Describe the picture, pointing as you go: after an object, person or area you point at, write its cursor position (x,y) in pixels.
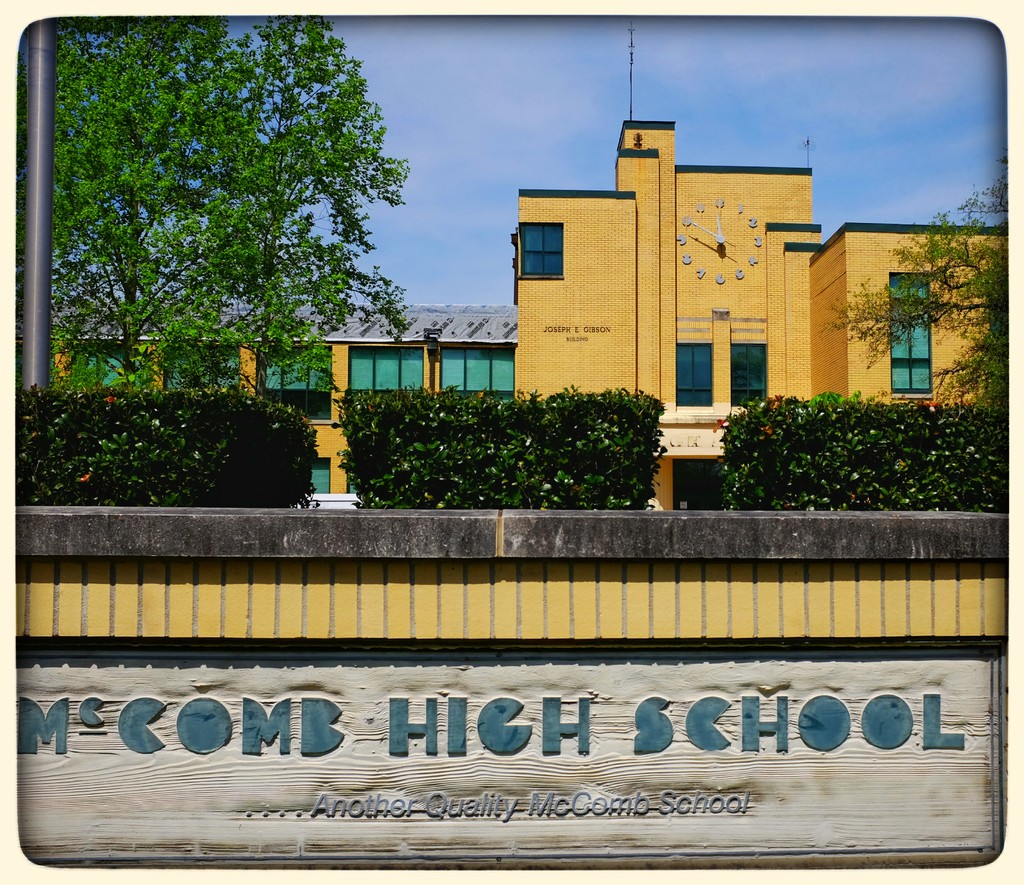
In the foreground of this poster, there is some text (927,714) written on a wall (113,768) as " MCCOMB HIGH SCHOOL" on it. In the background (560,477), there are plants (294,477), trees (213,261), a pole (47,124), building (597,267), sky (497,102) and the cloud (497,102).
